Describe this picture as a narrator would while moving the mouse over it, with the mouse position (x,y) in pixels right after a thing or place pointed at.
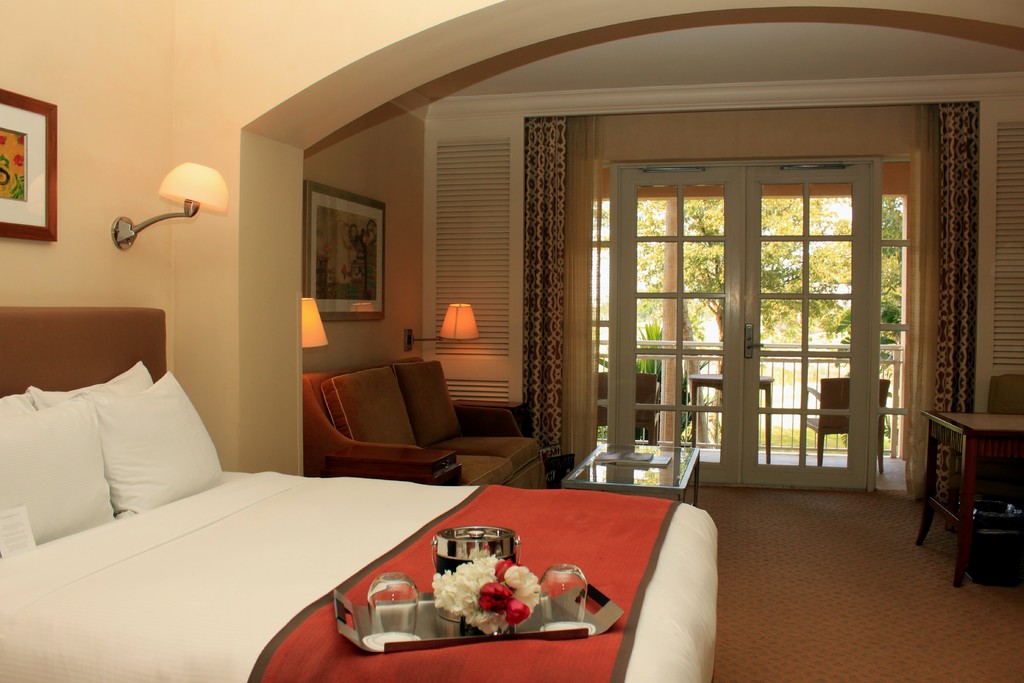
The image is taken in a room (504,191). On the left side of the image (274,623) there is a bed (287,615). On the right side (960,529) there is a table (959,511). In the center (674,455) there is a stand (613,468) next to it there is a sofa (457,439). We can also see lamps (318,340) which are attached to the walls (182,242) and there are photo frames (45,170). In the background (580,311) there is a door (817,358) and a curtain (920,351).
